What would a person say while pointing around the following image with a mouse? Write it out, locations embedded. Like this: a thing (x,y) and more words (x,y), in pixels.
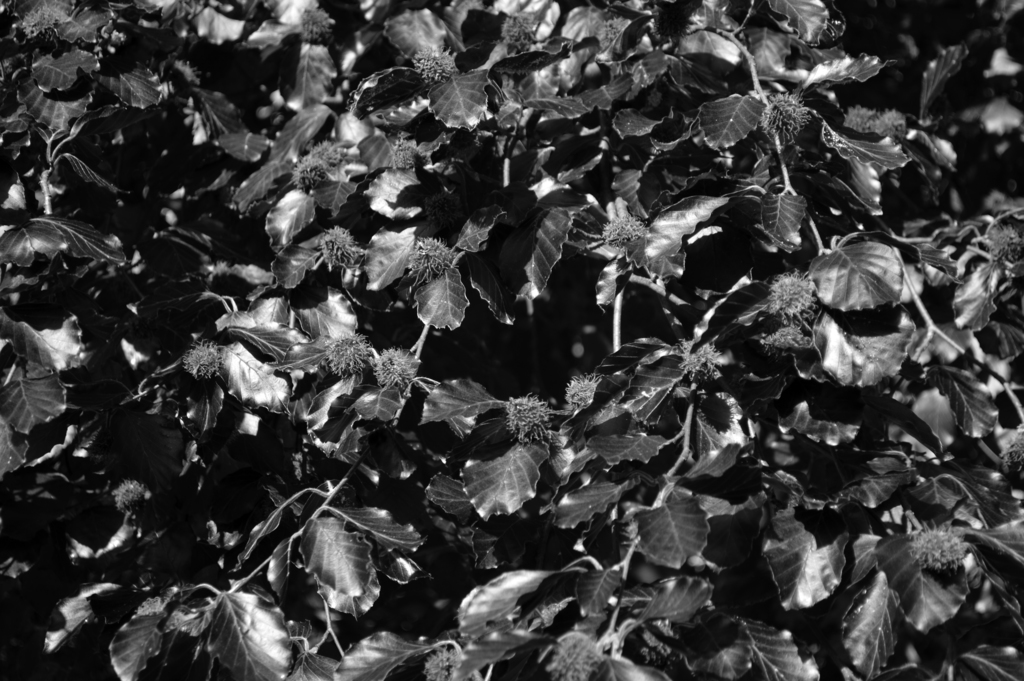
This is a black and white image. We can see there are leaves (398,204) to the stems (315,266).
